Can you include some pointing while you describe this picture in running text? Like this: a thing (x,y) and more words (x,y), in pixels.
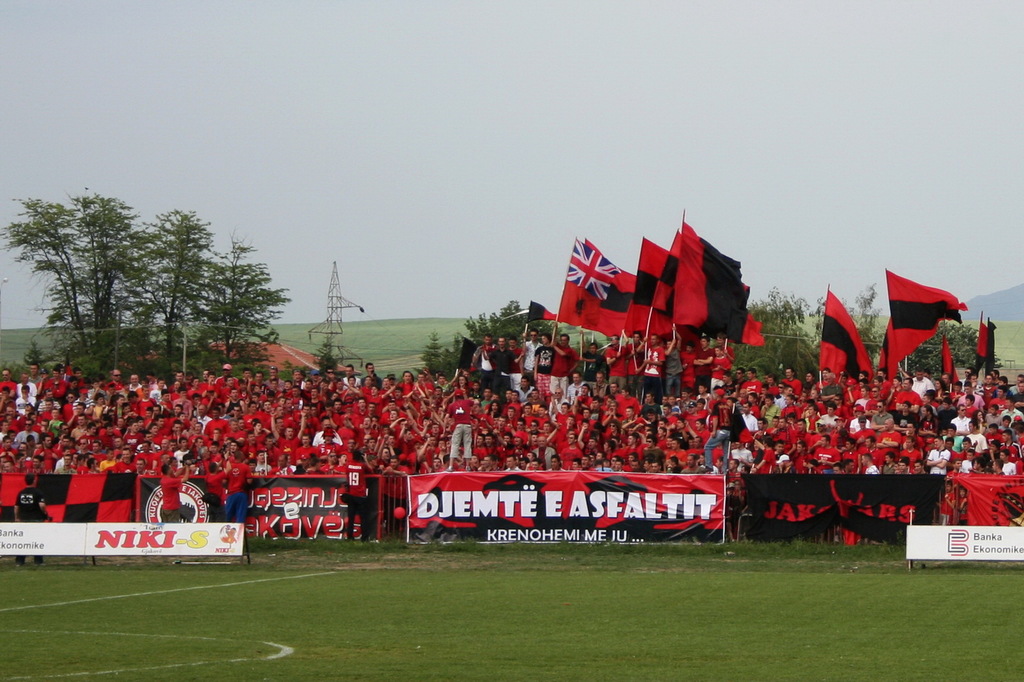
In the center of the image (527,378) there are many people (281,441) wearing red color dress (800,437). There are people (573,363) holding flags (677,247). At the bottom of the image (503,599) there is grass (608,652). In the background of the image (332,346) there is a tower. There are trees (255,302).
